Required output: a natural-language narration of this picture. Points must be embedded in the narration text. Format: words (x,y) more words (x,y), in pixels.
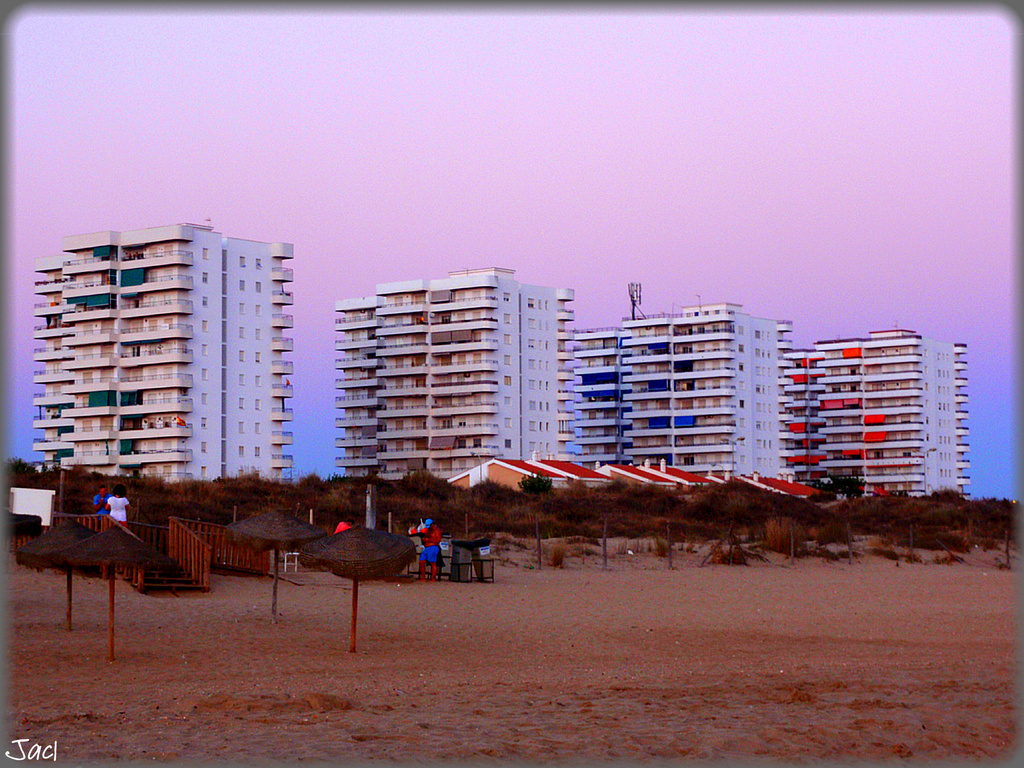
In this image there are tall buildings (505,355) one beside the other. At the bottom (510,621) there is sand (463,615) on which there are four umbrellas (328,566). In between the umbrellas (287,539) there is a wooden floor (180,551) on which there are two persons (124,506). In the middle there is a person (433,549). Beside him there are trash bins (467,549). There is a fence (606,554) around the buildings (681,355). Beside the fence (218,551) there are trees (390,503) and houses (657,469). At the top (605,117) there is the sky (615,153).
